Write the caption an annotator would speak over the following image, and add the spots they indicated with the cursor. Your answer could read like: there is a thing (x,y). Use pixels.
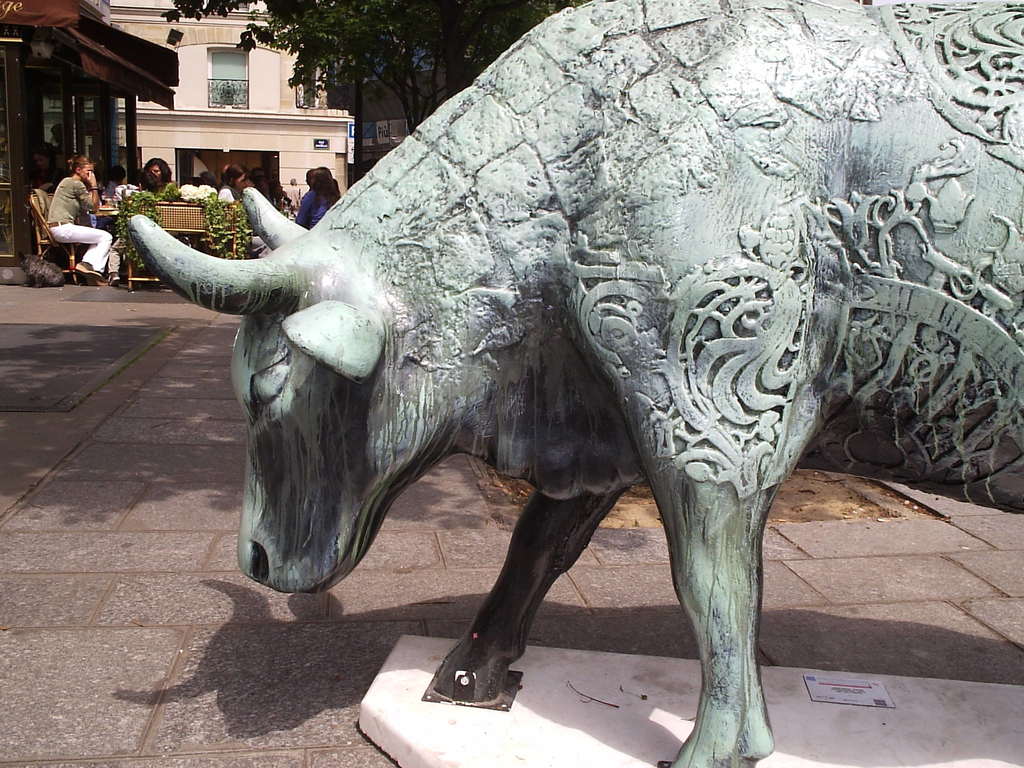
In this image there is a sculpture (279,295) of a bull (154,250), there are a few people (96,193) sitting on the chairs (62,239) around the table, there are buildings (223,82), few trees (341,90) and some plants (223,252).
